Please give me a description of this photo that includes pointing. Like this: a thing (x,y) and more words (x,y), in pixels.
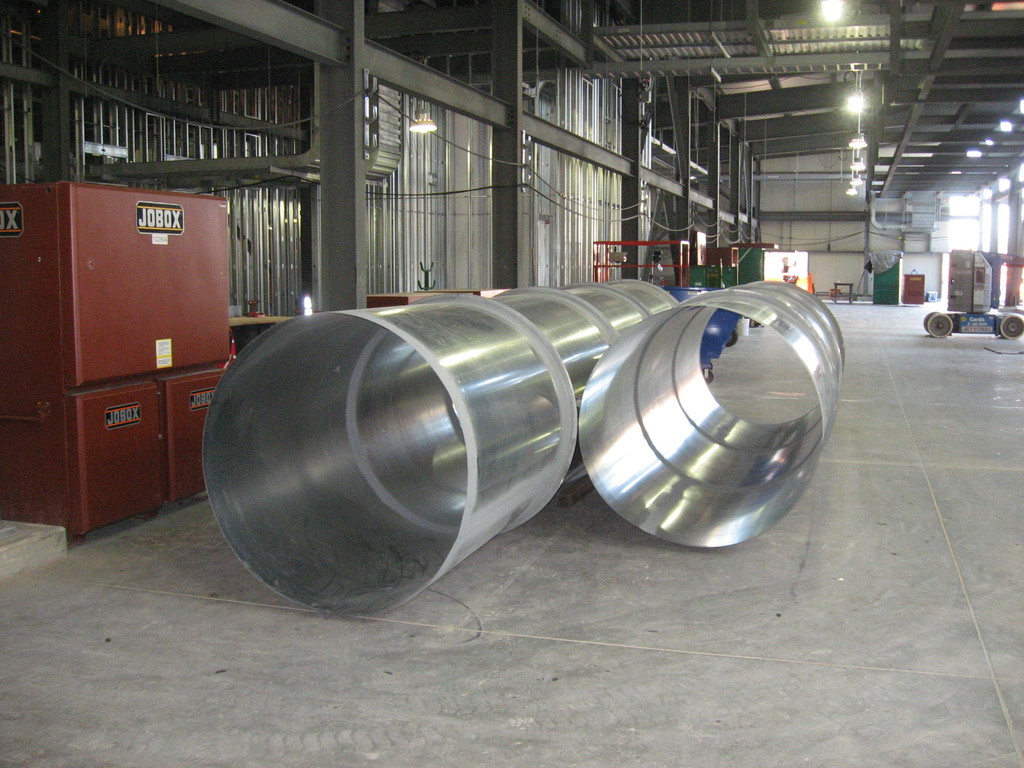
Here we can see two big metal pipes (442,471) on the floor (170,554) and on the left (1,385) there is a big box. In the background (541,223) we can see poles (679,196), metal objects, pipes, lights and wall (540,272).
